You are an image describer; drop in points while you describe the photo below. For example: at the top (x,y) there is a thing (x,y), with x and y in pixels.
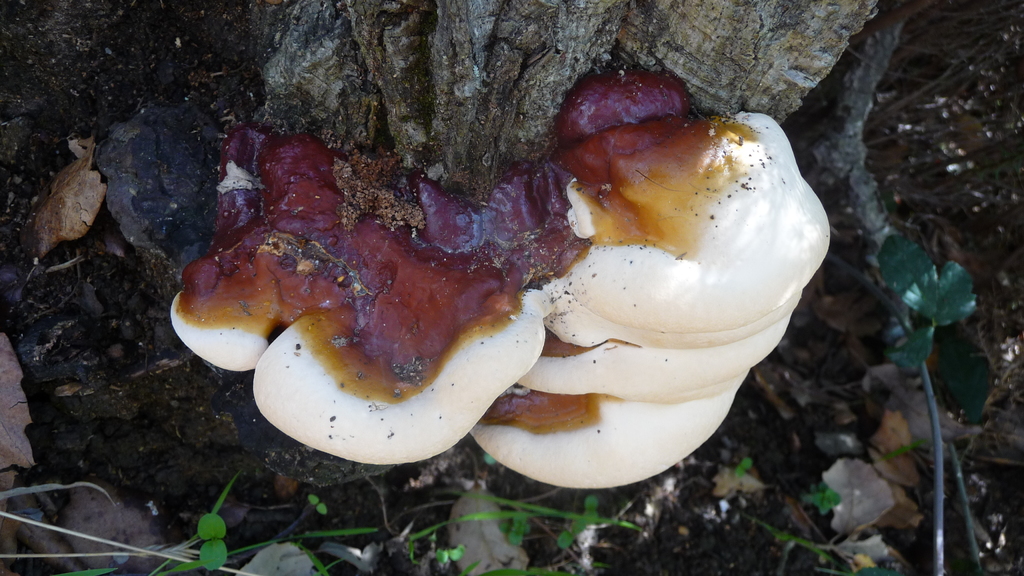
In this image we can see a trunk (472,58) of the tree (503,58) and few mushrooms (486,330) attached to it. There are few plants (225,548) and grass (411,542) in the image.
